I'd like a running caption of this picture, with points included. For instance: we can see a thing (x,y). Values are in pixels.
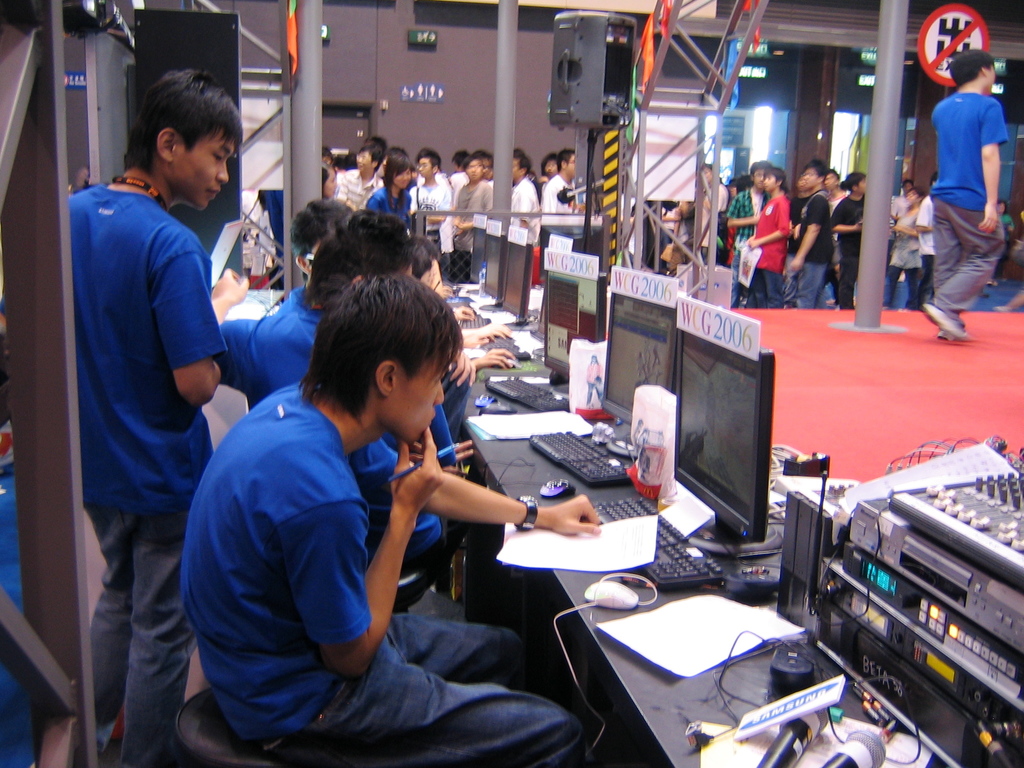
The picture is taken in a room (470,65). In the foreground of the picture (356,218) there are people (349,492) sitting on stools (228,755) and there are desktops (482,258), papers (520,428), tables (566,497), name plates (696,317), mics (808,721), music control system (868,531), cables (783,451) and other objects (507,377). In the center of the picture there are people (391,156), poles (498,100), speakers (615,90). On the right (980,109) there is a person (964,226) walking. At the top (955,40) there is a sign board (961,21) and wall (446,72). In the background (774,135) there is a hoarding (735,128).
